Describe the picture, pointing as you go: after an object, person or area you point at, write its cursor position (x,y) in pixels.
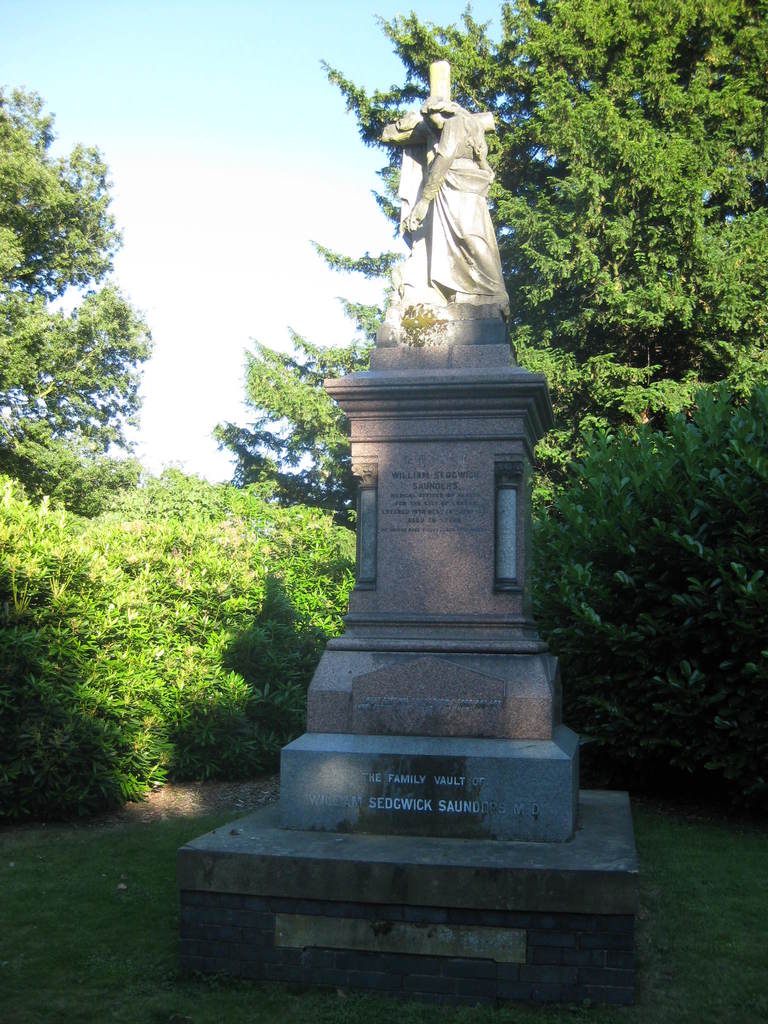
In this image there is a sculpture (458,234), in the background (343,461) there are trees (22,587) and the sky (154,166).
